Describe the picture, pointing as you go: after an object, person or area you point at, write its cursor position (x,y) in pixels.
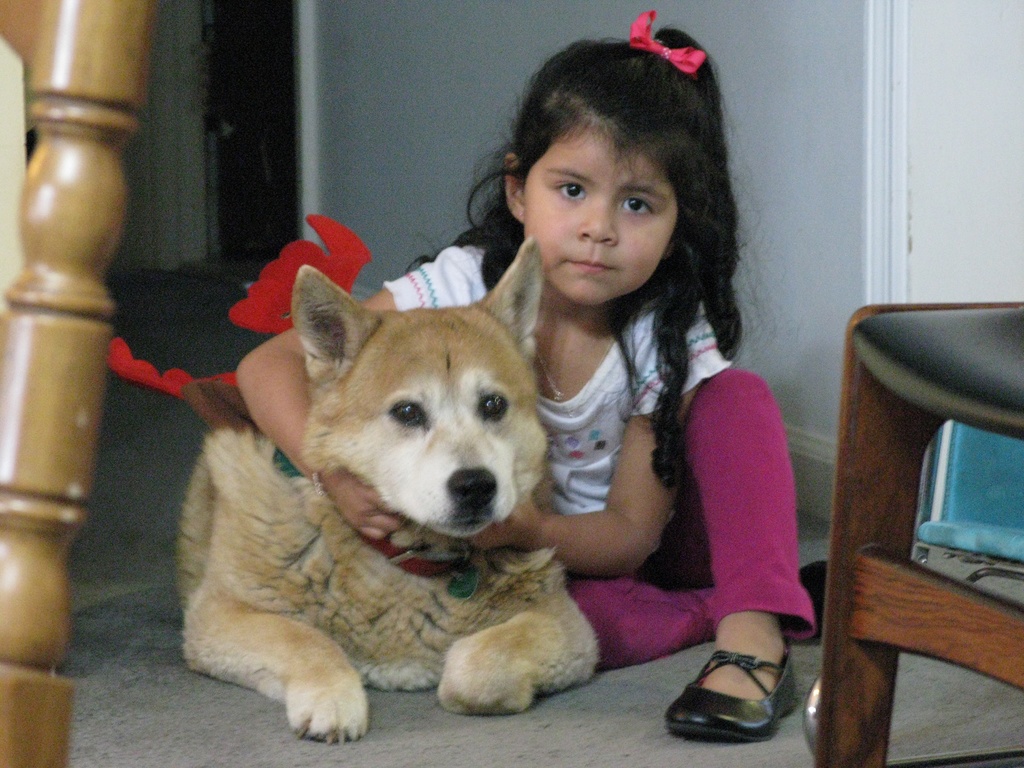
In this picture we can see a girl (572,399) holding dog's neck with her hand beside to her and in the background (394,76) we can see wall (439,108), door (259,157) and in front of them we can see chair (856,486), wooden stick (61,81).
